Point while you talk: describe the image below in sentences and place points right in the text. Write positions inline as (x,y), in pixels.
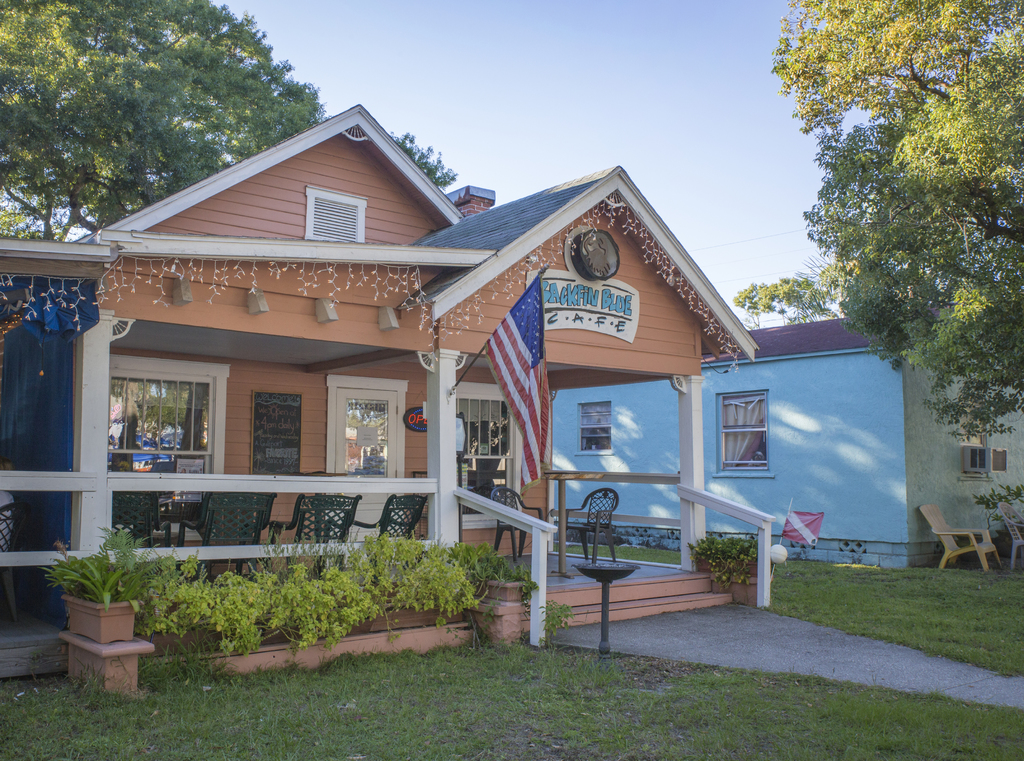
In this image we can see group of buildings (455,311), trees (93,136), chairs (337,507) placed on the floor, group of plants (269,585) and in the background (543,98) we can see the sky (543,98).
